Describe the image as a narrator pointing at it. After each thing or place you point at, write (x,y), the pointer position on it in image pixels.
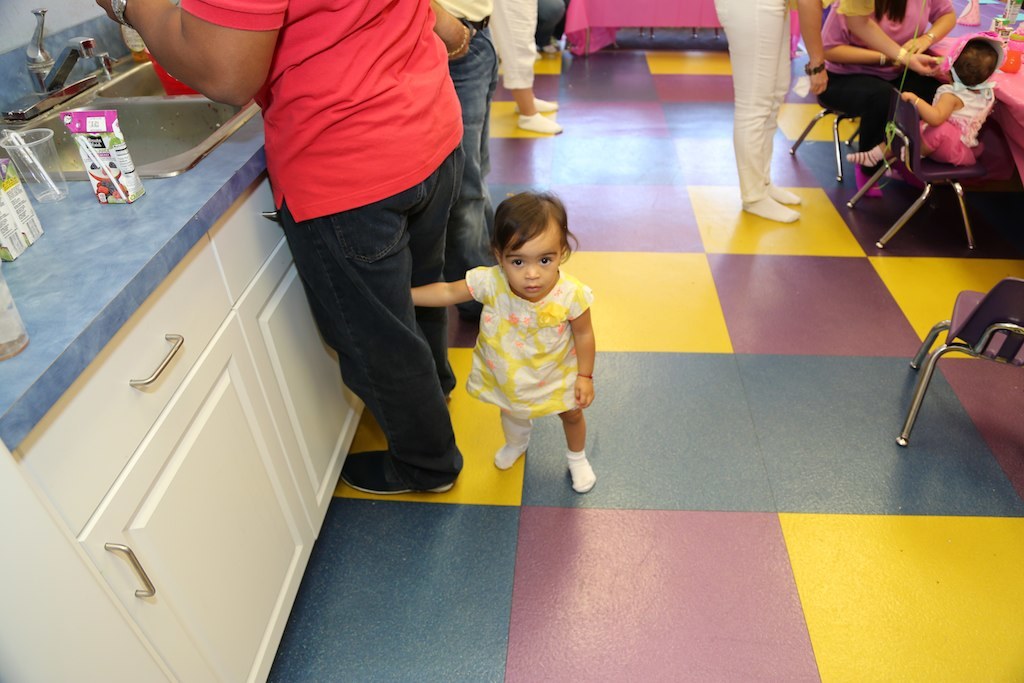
This may be a picture of a house (1010,525). In the center of the image (435,302) there is a baby (537,220) is standing. On the top right (977,92) there is baby (959,58) sitting in chair (934,161), beside her a person (750,100) is standing. On top right (868,80) another woman (856,102) is sitting. In center of the image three people (426,61) are standing. On the left (312,552) there is kitchen floor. On the top left (67,82) there is a tap (43,68), glass (28,151) and some packets (27,204).
